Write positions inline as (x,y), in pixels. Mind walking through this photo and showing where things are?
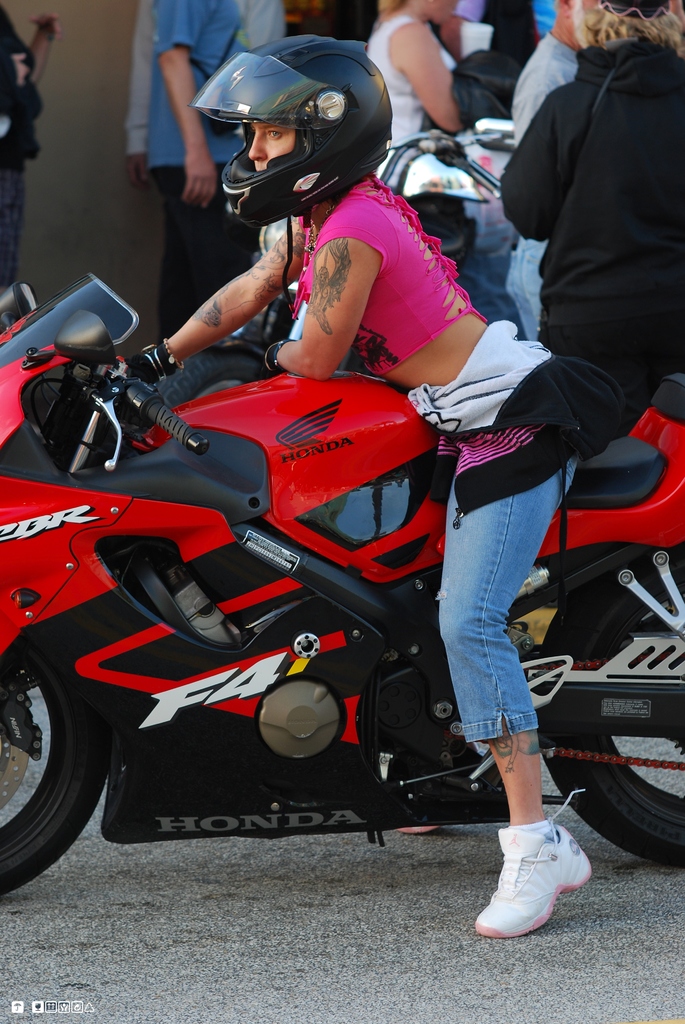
In the background (500,98) we can see the people (369,50). In this picture we can see a woman (435,250) wearing a helmet (371,95) and she is sitting on a motorbike (636,628). At the bottom portion of the picture (358,973) we can see the road (243,990) and watermark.
